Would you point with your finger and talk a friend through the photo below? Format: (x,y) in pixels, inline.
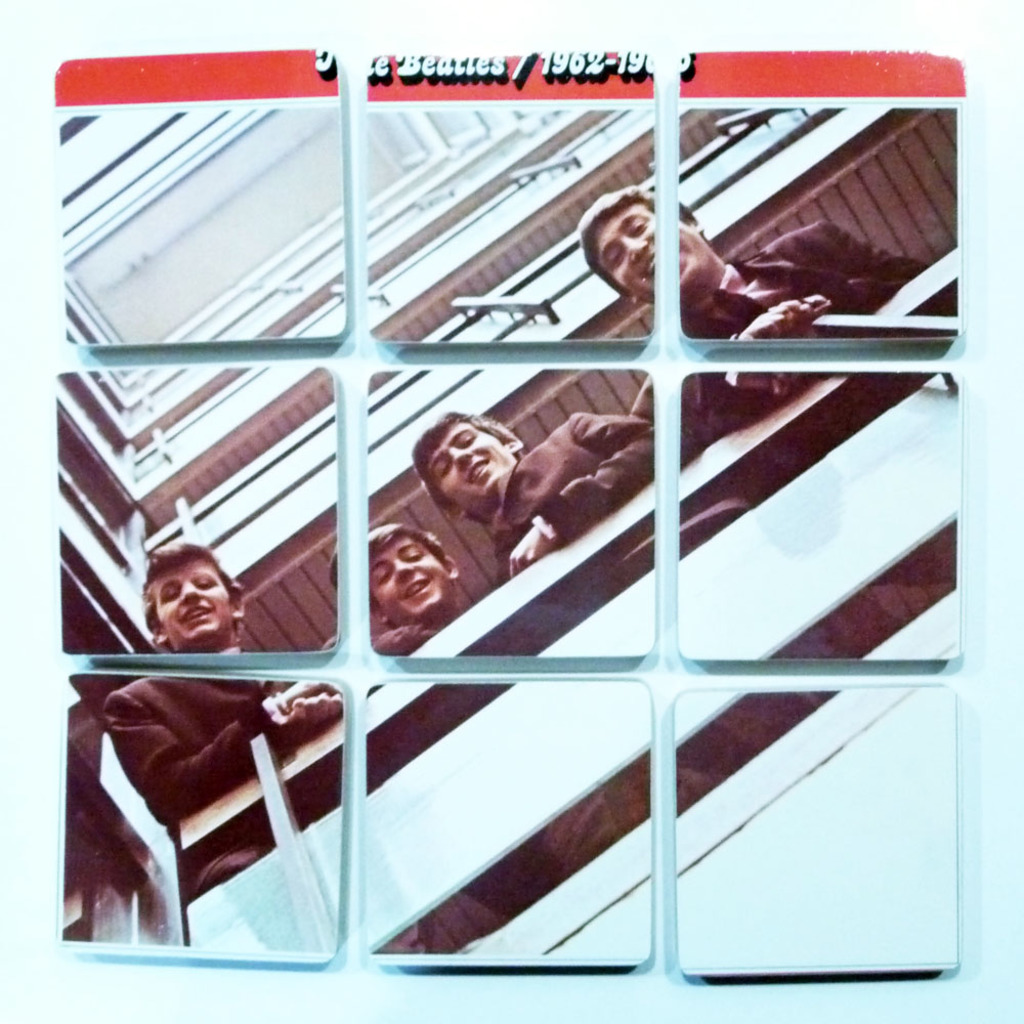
There is a tiled picture. On that we can see four people (459,464) standing. Also there is a building (409,331). At the top (376,79) something is written.
